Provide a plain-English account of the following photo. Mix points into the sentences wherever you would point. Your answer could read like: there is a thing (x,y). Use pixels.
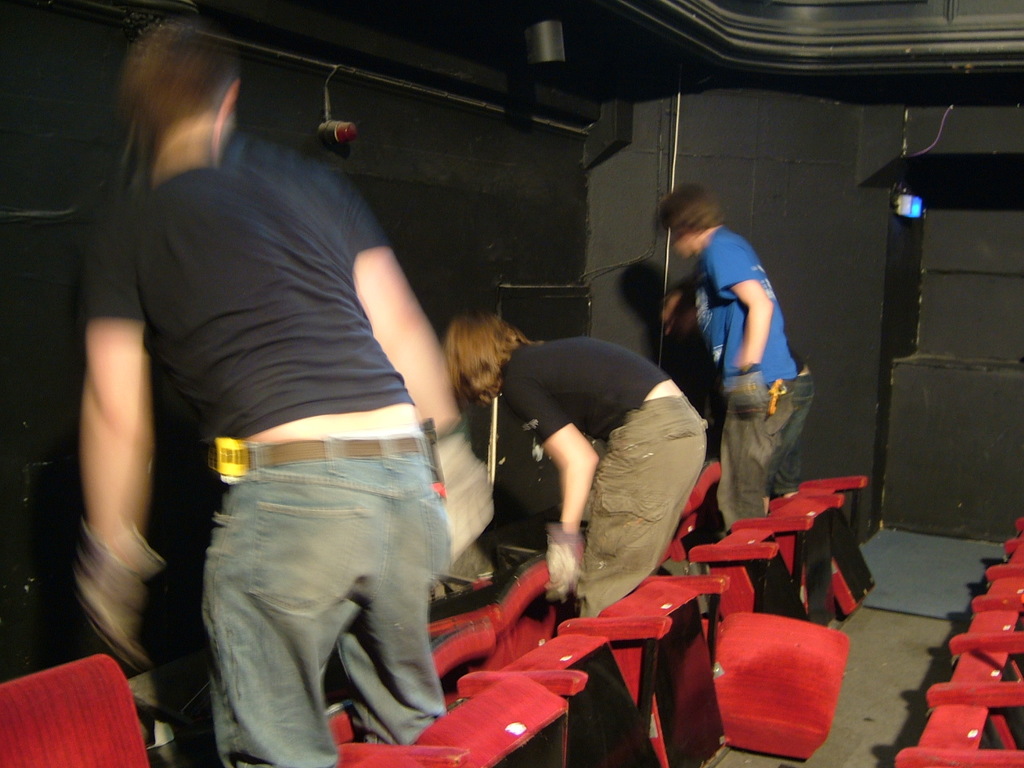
In this image, I can see three men (569,465) standing. I think these are the chairs (623,680), which are red in color. At the top of the image (346,125), I can see the lights (331,137), which are attached to the wall (363,97).
